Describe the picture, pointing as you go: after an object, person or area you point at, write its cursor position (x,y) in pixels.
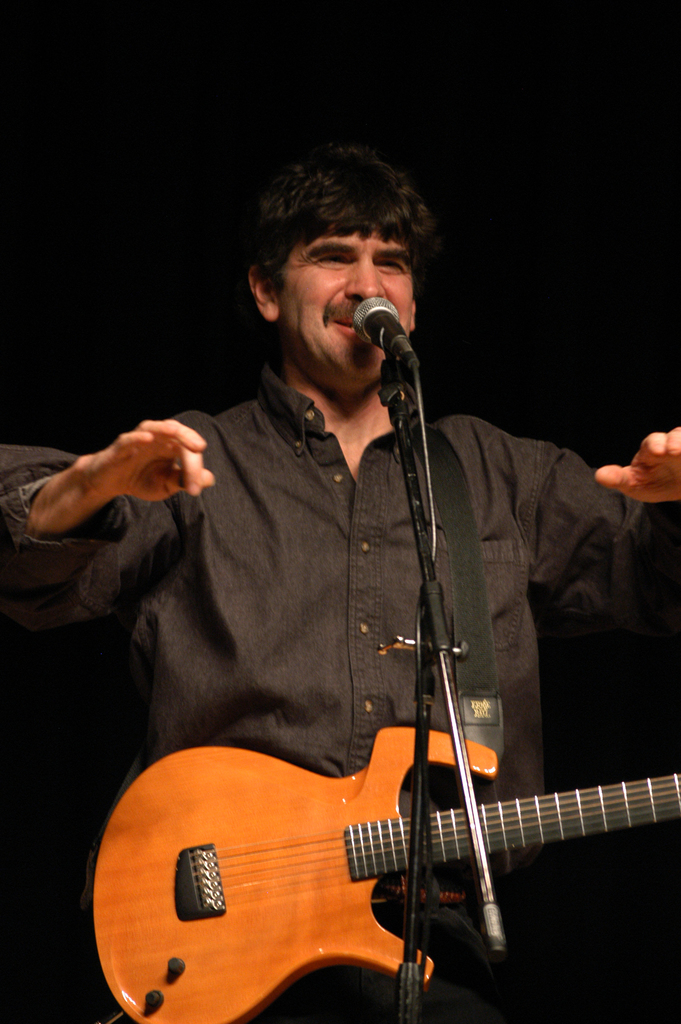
In this image I can see a man (336,568) wearing a black shirt (336,564) and standing. He is singing a song and holding a guitar (345,869). This is mike (384,334) with the mike stand (418,529).
